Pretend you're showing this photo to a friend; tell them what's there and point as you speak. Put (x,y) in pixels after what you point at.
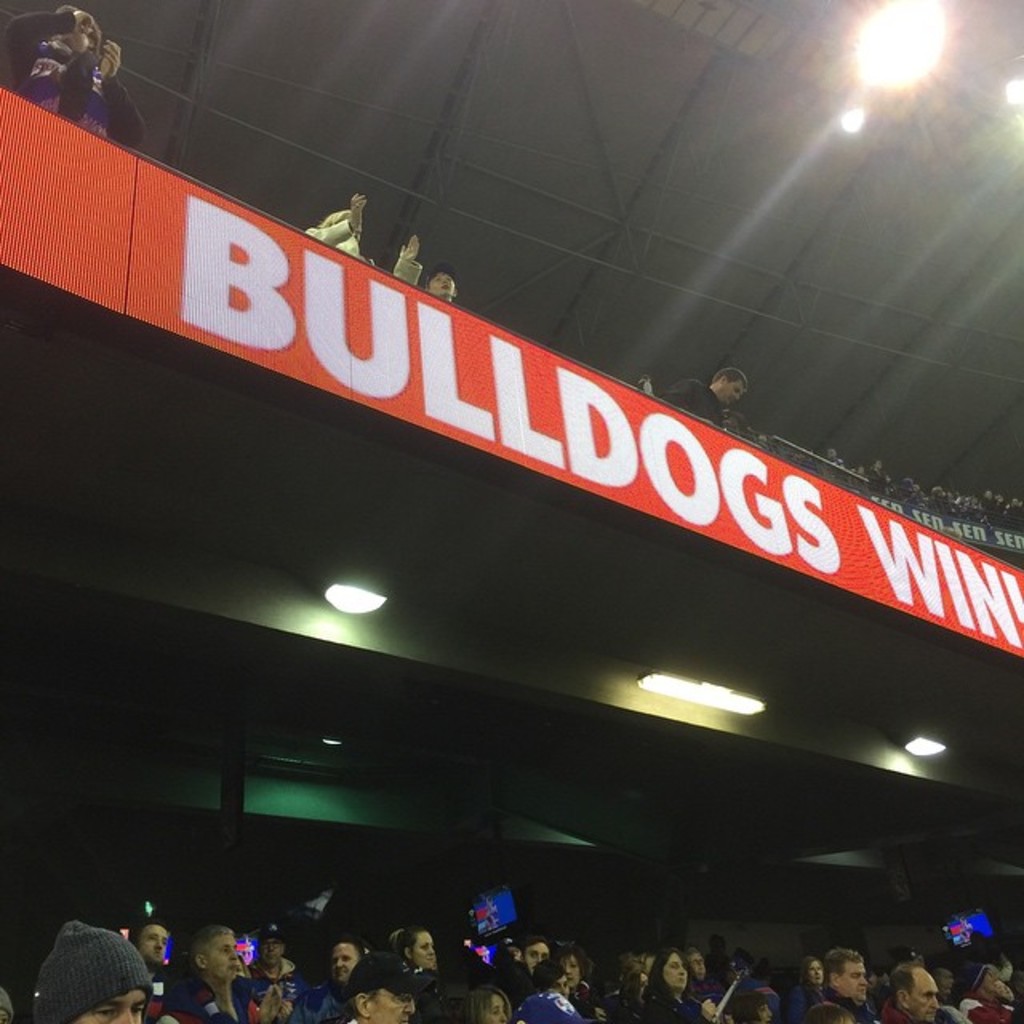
In this image in front (688,989) there are group of persons (560,982). On the top (211,313) there are lights (358,601) and there is a board (268,311) displaying some text (230,300) on it. On the top (406,256) there are persons (94,114) standing and there is a light (887,68).
